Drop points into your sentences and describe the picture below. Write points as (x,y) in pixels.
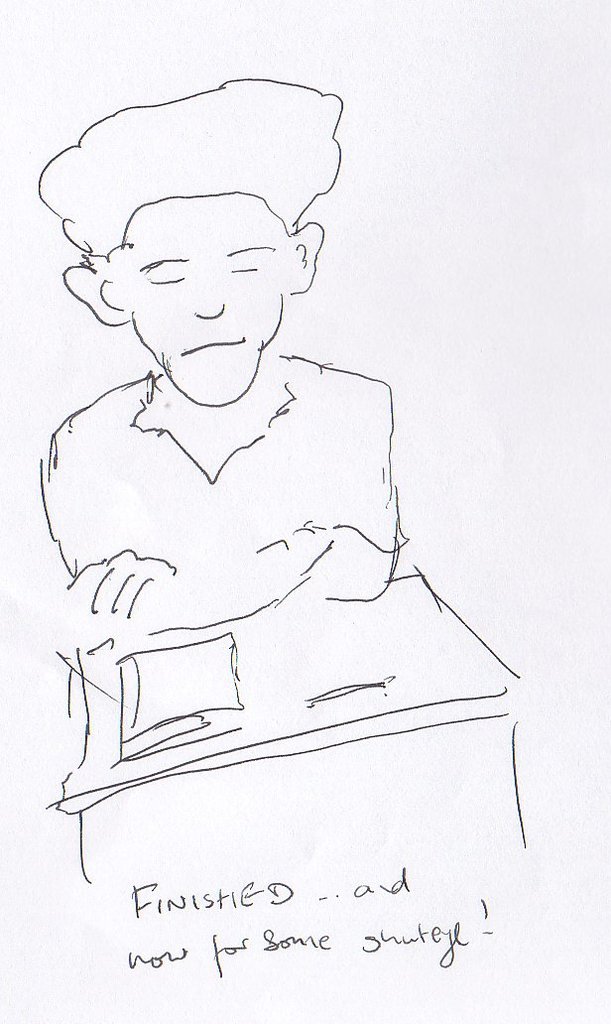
In the center of the image (210,503) there is a drawing (262,538) of a person (162,476). At the bottom of the image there is text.
